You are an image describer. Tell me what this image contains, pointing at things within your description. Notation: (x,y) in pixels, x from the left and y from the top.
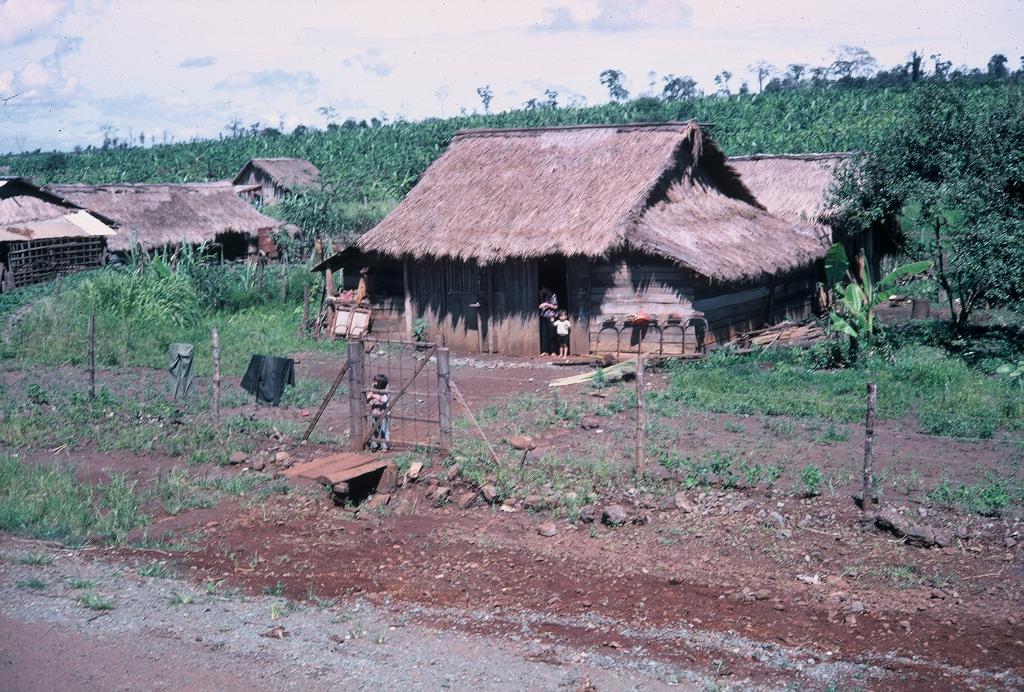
At the bottom of the image (339,554) on the ground (270,568) there is grass (14,500) and also there are small stones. There are poles (320,411) with fencing (352,388) and also there is a gate (372,374). Behind them there are huts (544,274) with roofs (545,230), poles (408,334) and walls (469,287). There are few people (556,301) in the image. On the ground (830,415) there is grass (176,334) and also there are small plants (192,294) and trees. In the background (406,153) there are many trees (129,165). At the top of the image (369,63) there is sky (530,51).
